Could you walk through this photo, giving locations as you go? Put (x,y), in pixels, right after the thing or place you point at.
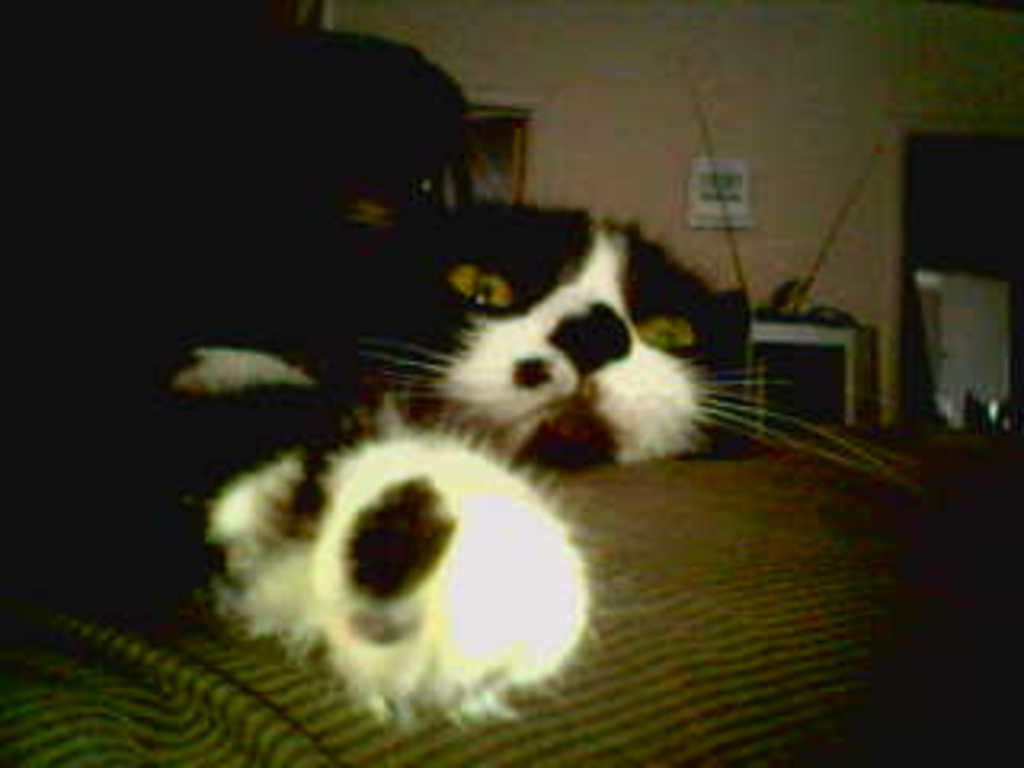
This image is taken indoors. In the background (688,104) there is a wall (683,145) with a door (929,222) and there is a picture frame (711,199) on the wall (873,188). There is a table (810,331) with a few things (806,301) on it. At the bottom of the image (452,731) there is a bed (750,676). In the middle of the image (613,355) there are two cats (350,406) lying on the bed (729,519).
